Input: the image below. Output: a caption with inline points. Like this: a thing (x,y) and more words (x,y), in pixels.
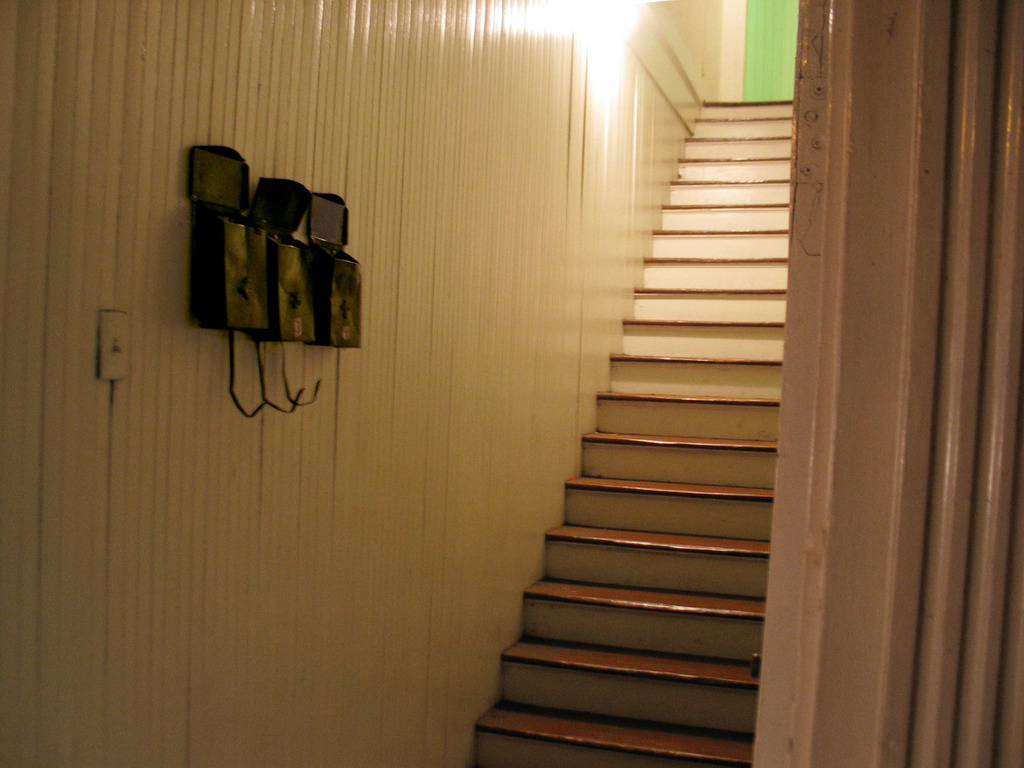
In this picture I can see there is a staircase (667,397) and there is a wall (464,379) on the left (336,453) and there are mailboxes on the wall (524,115).
